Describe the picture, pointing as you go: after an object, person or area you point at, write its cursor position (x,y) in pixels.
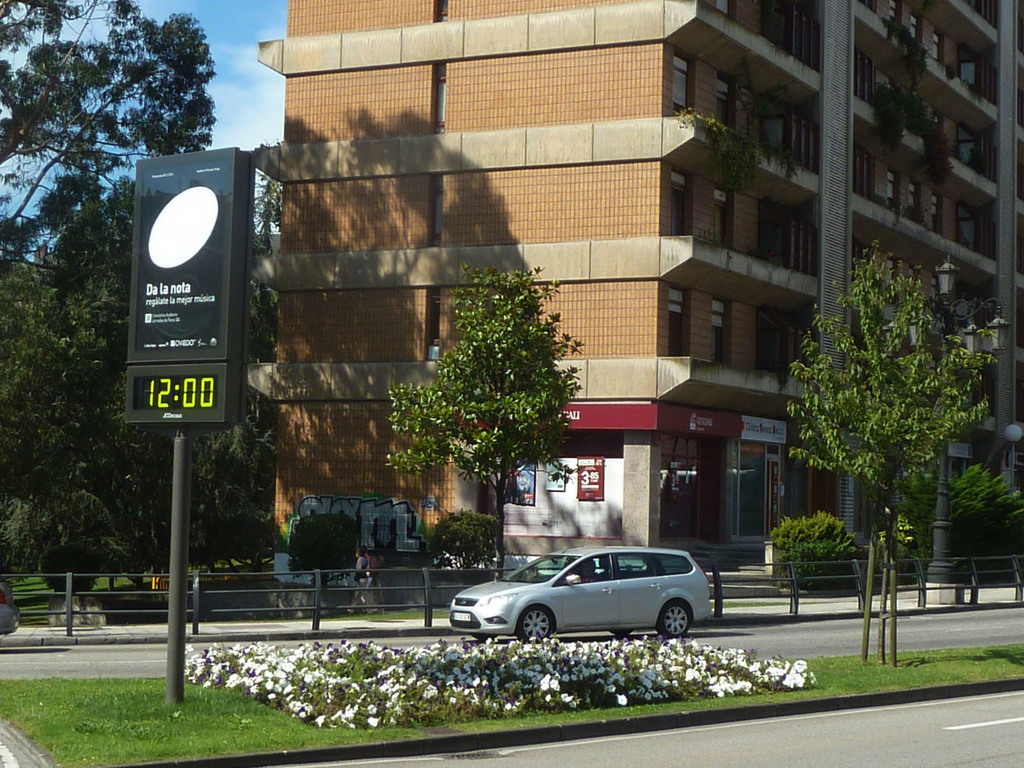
There is a road (871,648). On the road (605,631) there is a car (488,599). On the sides of the road (912,638) there are trees (509,466), grass lawn (135,716) and also flowering plants (428,672). Also there is a pole (171,507) with a board (183,315) and something written on that. In the background (569,150) there is a building (603,150) with windows (674,219). Also there is a railing (427,590). In the background (279,94) there is sky (235,97).
